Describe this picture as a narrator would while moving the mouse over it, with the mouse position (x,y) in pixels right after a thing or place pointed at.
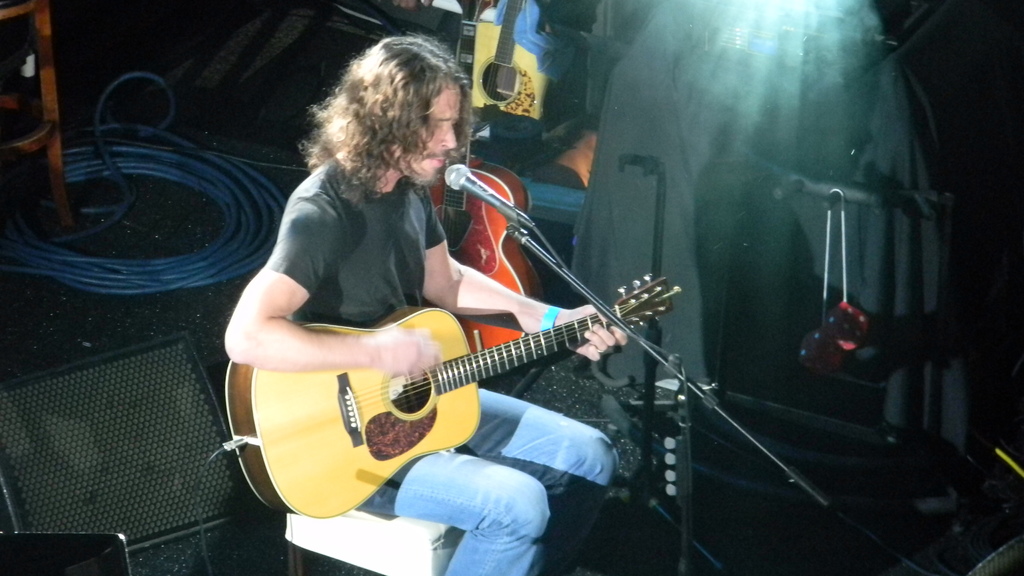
In the picture we can see a man (420,297) sitting on the chair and holding a guitar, playing it before the microphone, background (13,126) we can see wires (59,267), chair (9,106), another guitar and a curtain (893,346) which is covered some things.
